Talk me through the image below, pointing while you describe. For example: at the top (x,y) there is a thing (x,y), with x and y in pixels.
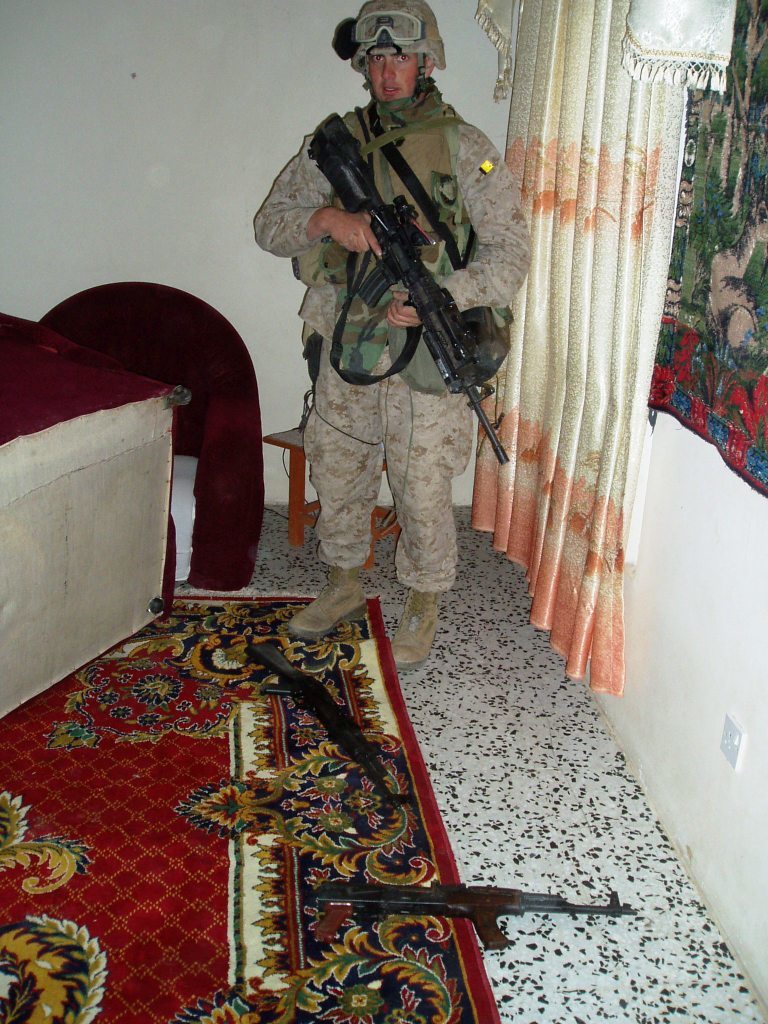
In this image we can see a person (376,338) wearing helmet (406,47). And he is holding a gun (415,289). On the floor (294,814) there is a carpet (209,893). Also there is curtain (669,191). On the floor (319,789) there are guns (338,729). Also we can see a table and a couch (116,382). In the background (217,155) there is a wall (190,155).
